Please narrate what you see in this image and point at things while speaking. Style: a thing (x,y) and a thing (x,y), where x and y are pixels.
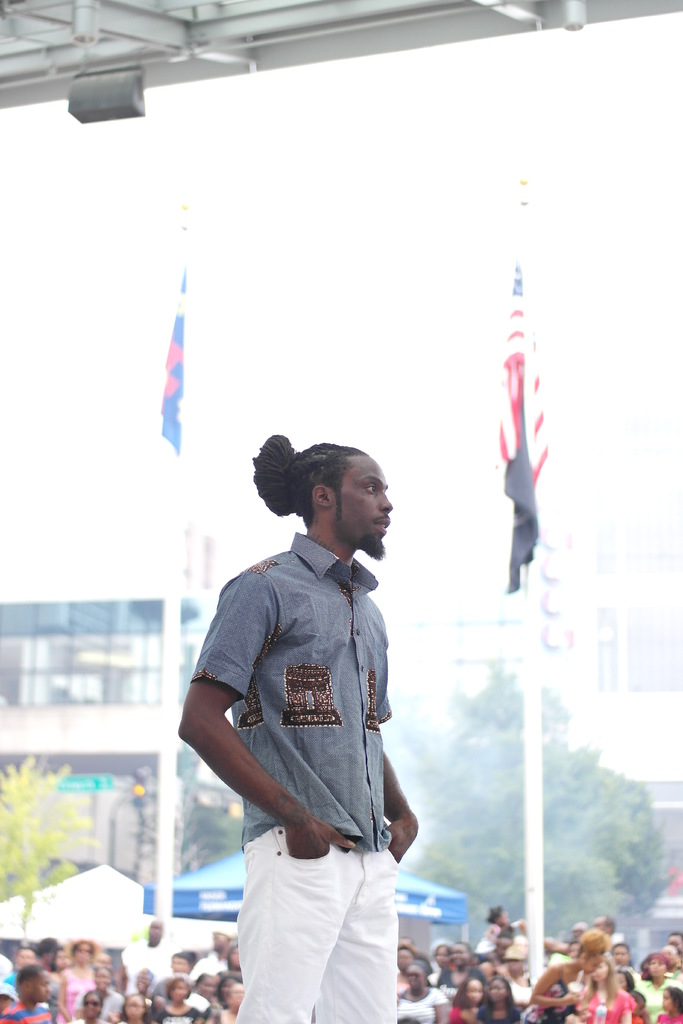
In this picture I can see a man (272,943) standing, there are flags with the poles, there are group of people (547,983), there are canopy tents (234,876), there are buildings (23,723) and trees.
